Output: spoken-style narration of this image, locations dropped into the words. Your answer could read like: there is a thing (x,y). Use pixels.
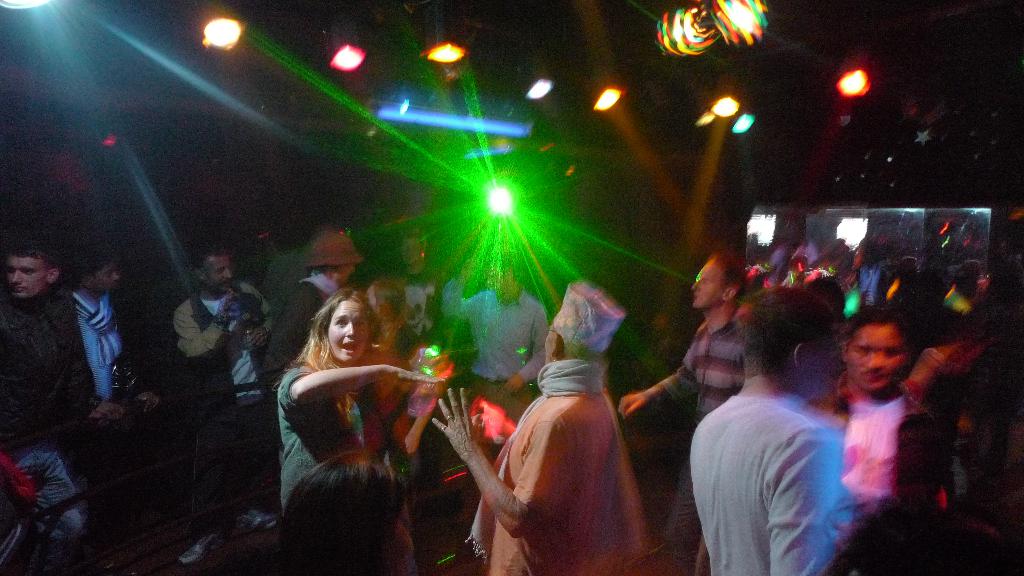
In this image, we can see people (733,321) and some are performing dance. In the background (418,178), we can see lights (718,116).
